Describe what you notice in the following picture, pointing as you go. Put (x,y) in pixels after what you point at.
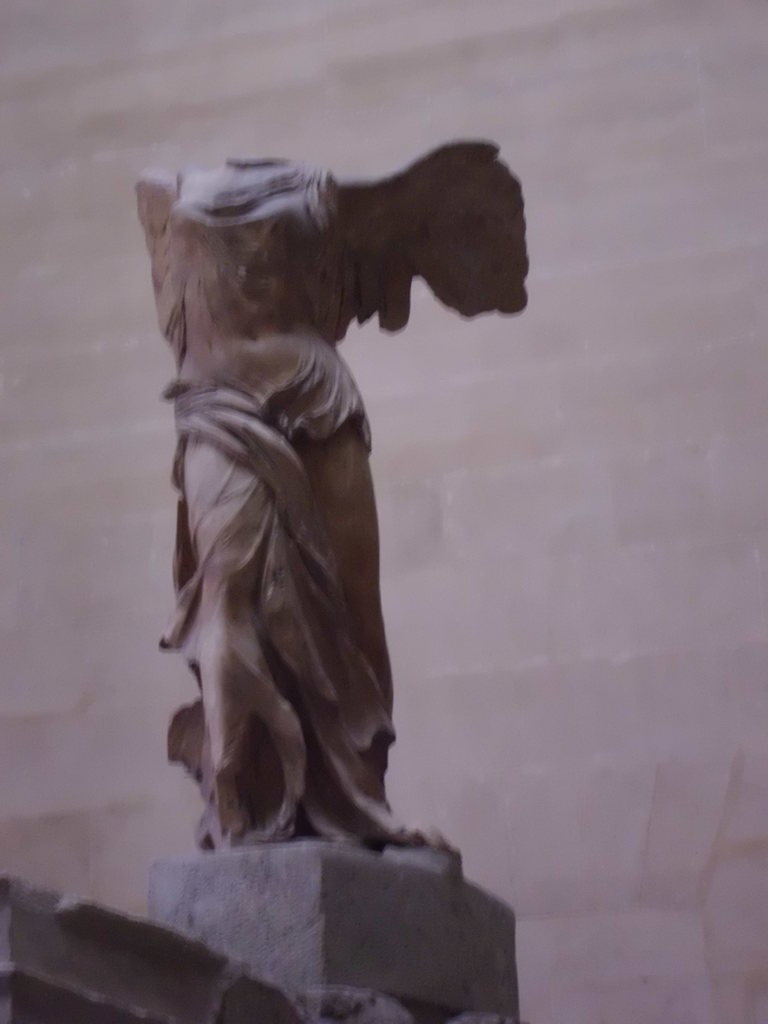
In the center of the image (266,441) there is a statue (217,730). In the background (222,76) we can see wall (44,53).
